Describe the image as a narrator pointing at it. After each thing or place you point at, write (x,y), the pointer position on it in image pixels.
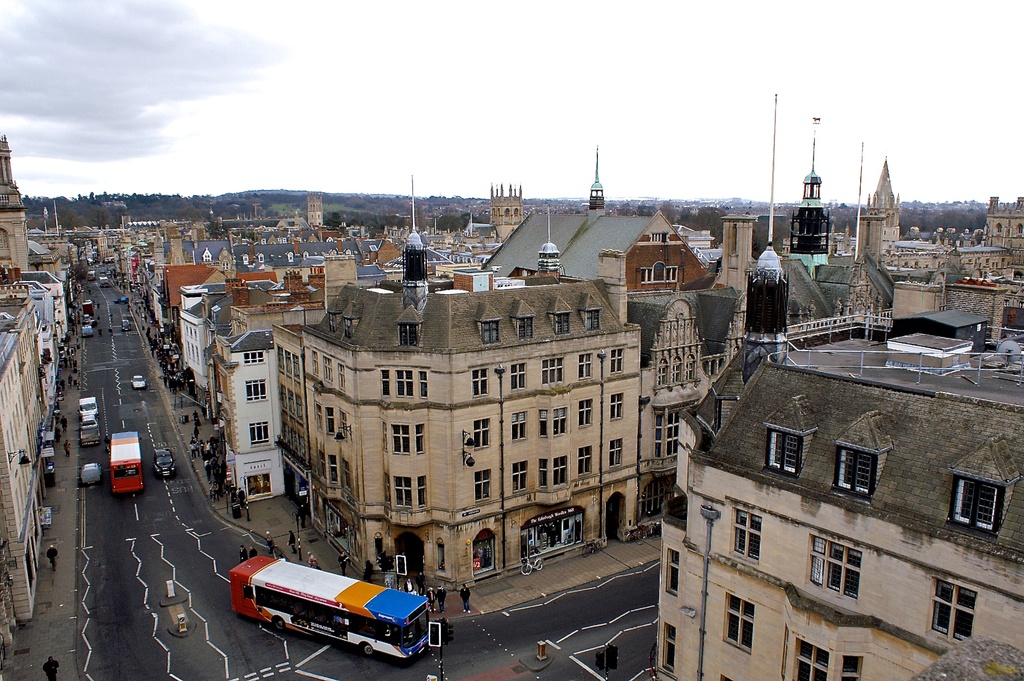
In this picture we can see vehicles (97,407) on the road (165,611), buildings (62,306) with windows (520,487), trees (353,213) and a group of people (151,319) standing on footpath (553,573) and in the background (63,187) we can see the sky (556,169) with clouds (117,119).
